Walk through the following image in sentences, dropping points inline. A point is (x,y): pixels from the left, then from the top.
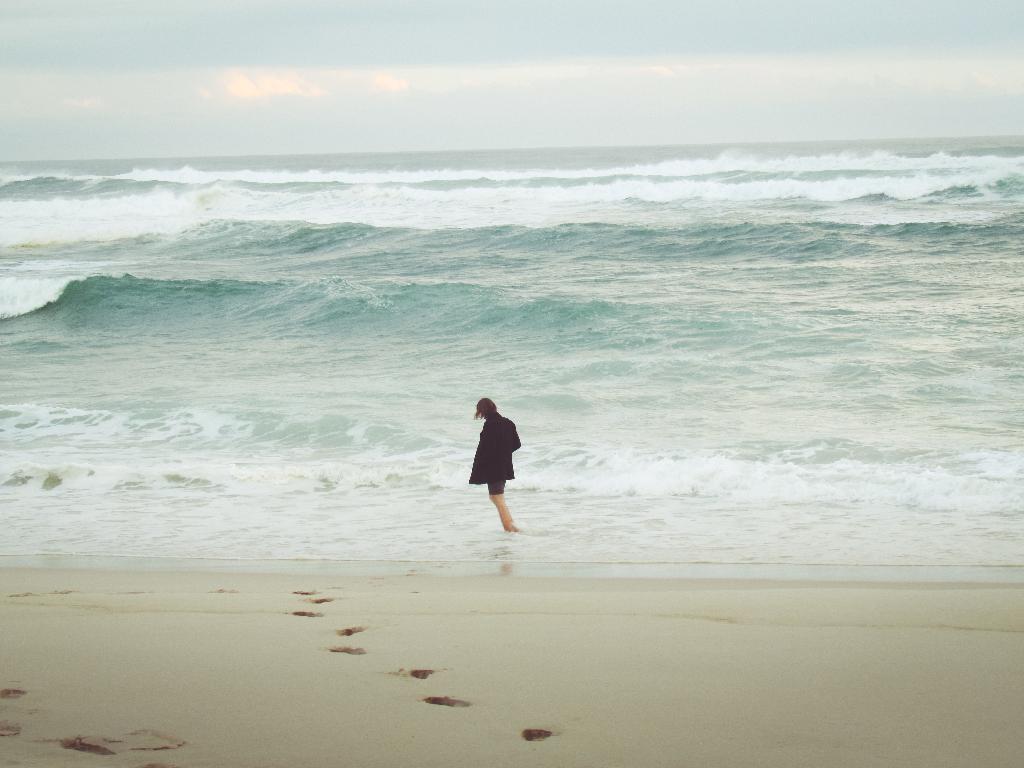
In this picture I can observe a person (503,449) standing in the water (509,533) in the middle of the picture (485,462). In the background (385,280) there is an ocean (509,265) and I can observe sky (326,119).
